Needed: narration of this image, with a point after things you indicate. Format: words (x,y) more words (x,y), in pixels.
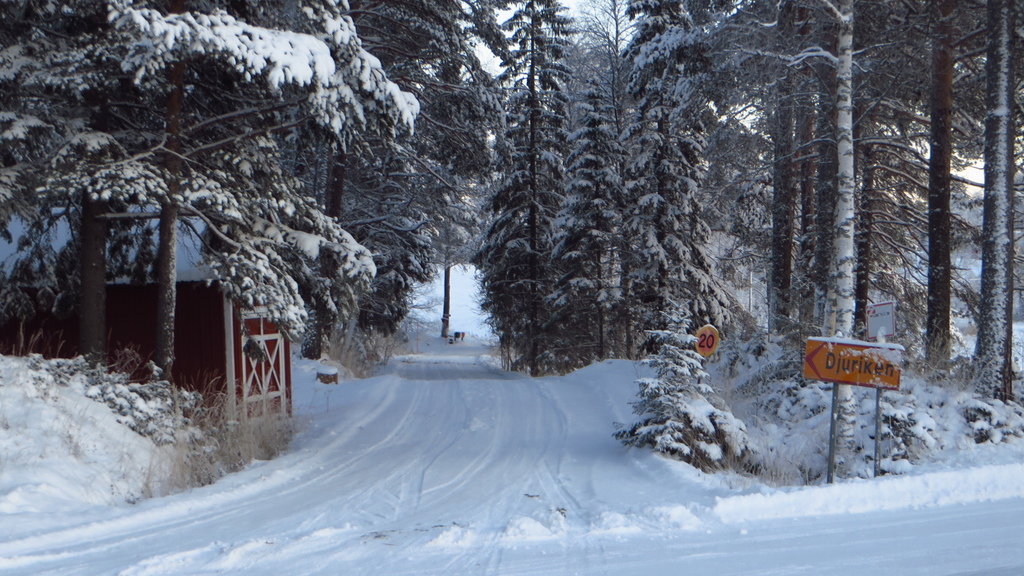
In this picture there are trees (543,210). At the back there is a pole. On the left side of the image (204,356) there is a house (151,330). On the right side of the image (708,338) there are boards (833,353) on the poles (835,382) and there is text (882,371) on the board (850,356). At the top (584,6) there is sky (571,12). At the bottom (397,472) there is snow (472,519).
